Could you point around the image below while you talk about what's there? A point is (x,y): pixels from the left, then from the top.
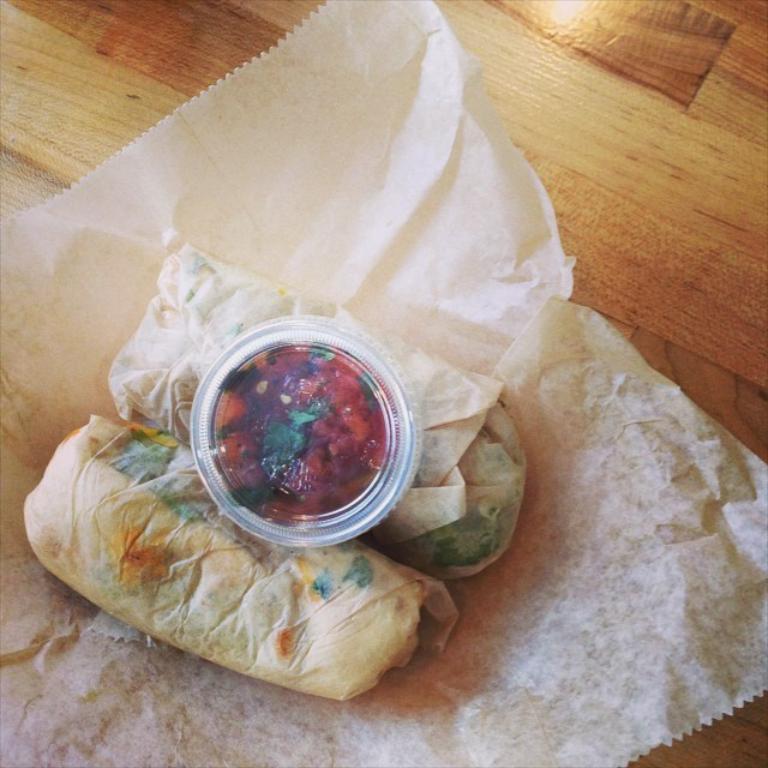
In this picture we can see papers (192,704), box (346,456), food items (264,437) and these all are placed on a table (70,96).
